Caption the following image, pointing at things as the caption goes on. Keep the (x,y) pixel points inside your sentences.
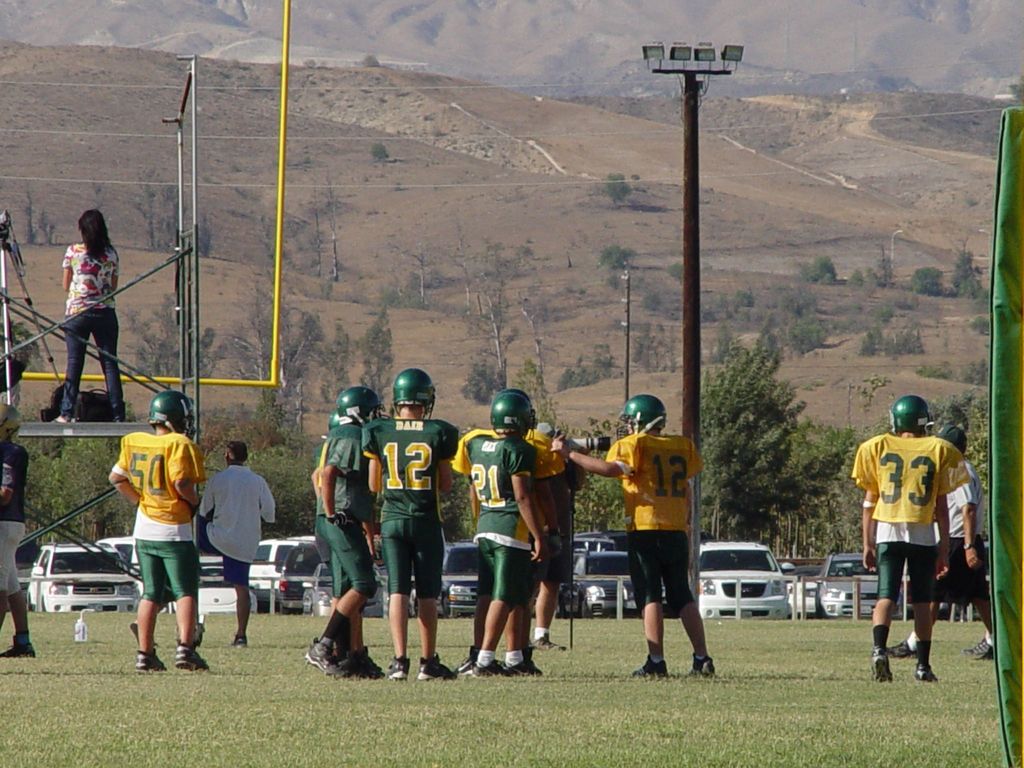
In the center of the image (408,393) there are players (318,520) wearing helmets (518,427). In the background of the image (443,335) there are trees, mountains (224,103). There is a light pole (695,174). To the left side of the image (86,429) there is a stand (36,431) on which there is a woman (71,348) standing. At the bottom of the image (334,716) there is grass (356,725).
